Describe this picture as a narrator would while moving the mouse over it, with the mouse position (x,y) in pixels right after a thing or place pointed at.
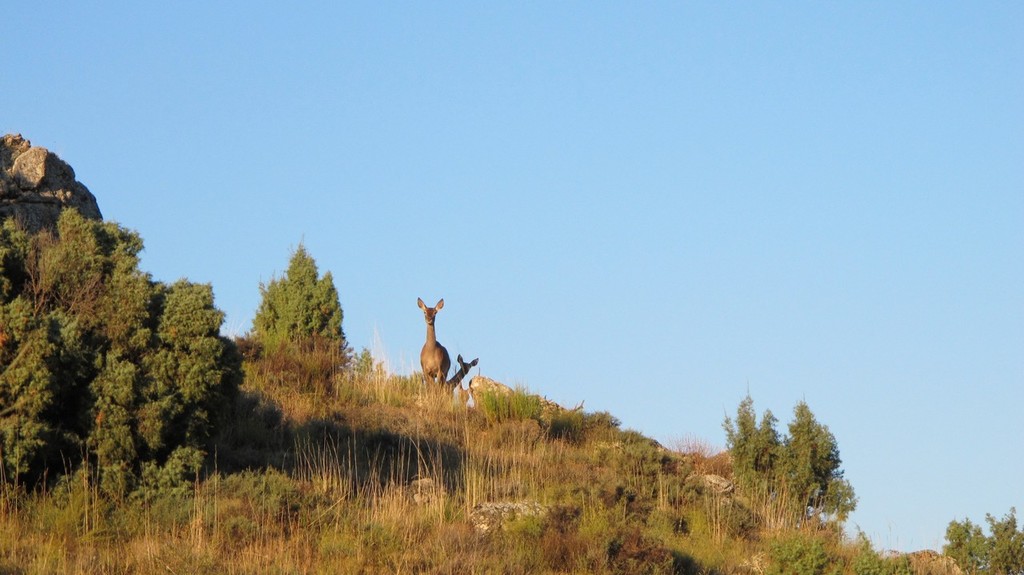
In this image in the center (431,344) there are two animals (436,360) and there are some trees (90,273), plants (634,474) and some rocks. At the top of the image (491,132) there is sky (777,221).
